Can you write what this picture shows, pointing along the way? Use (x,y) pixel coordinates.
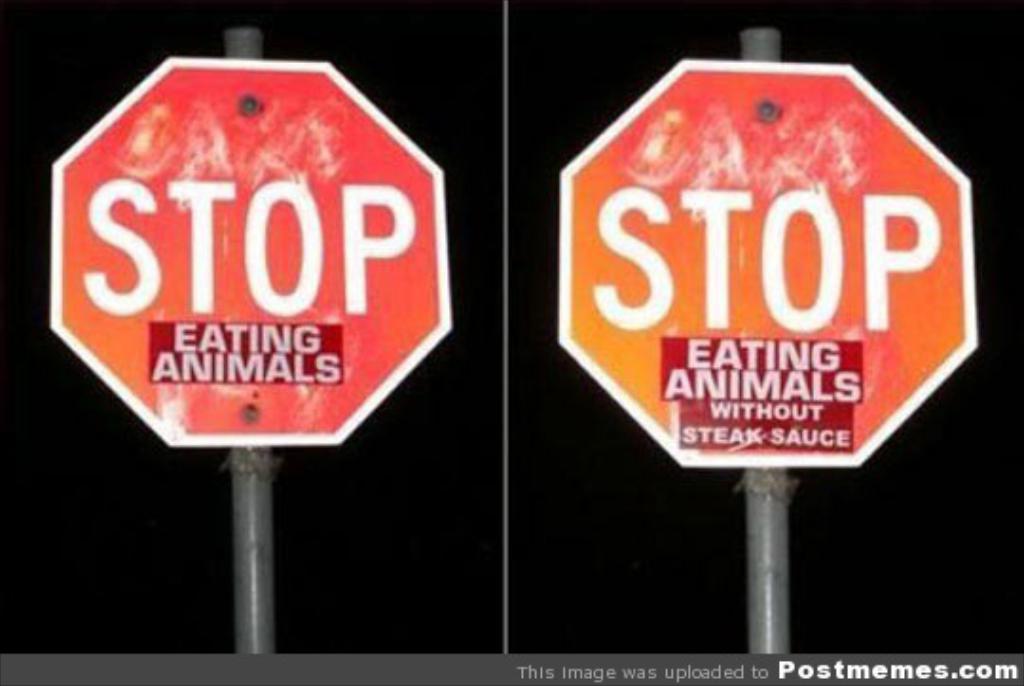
In the image there are two pole (243,528) with sign boards (237,365). There is something written on the boards (825,404). At the bottom of the image (521,671) there is a name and website address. And there is a black background (471,362).
